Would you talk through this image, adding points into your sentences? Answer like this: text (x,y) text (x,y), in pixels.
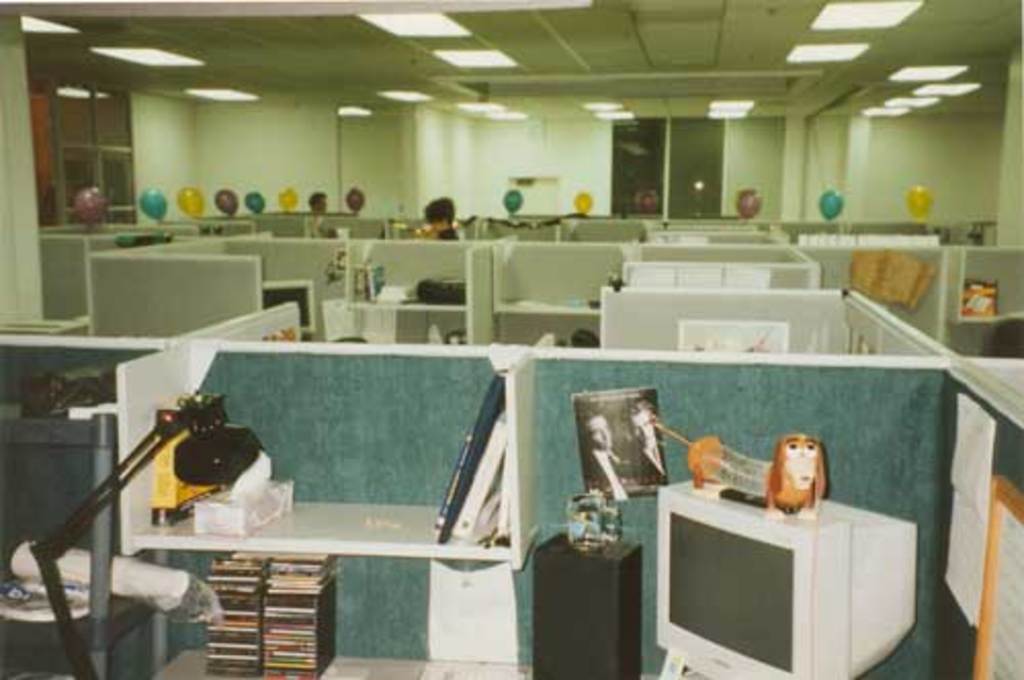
This picture might be taken in an office (929,418), in this image we could see some desks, computers (689,490), books (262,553), lamps (180,451), tables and some balloons (95,210). In the background (94,150) there is a wall (299,149) and windows (71,155), at the top (438,48) there is ceiling (616,71) and some lights (938,69).
